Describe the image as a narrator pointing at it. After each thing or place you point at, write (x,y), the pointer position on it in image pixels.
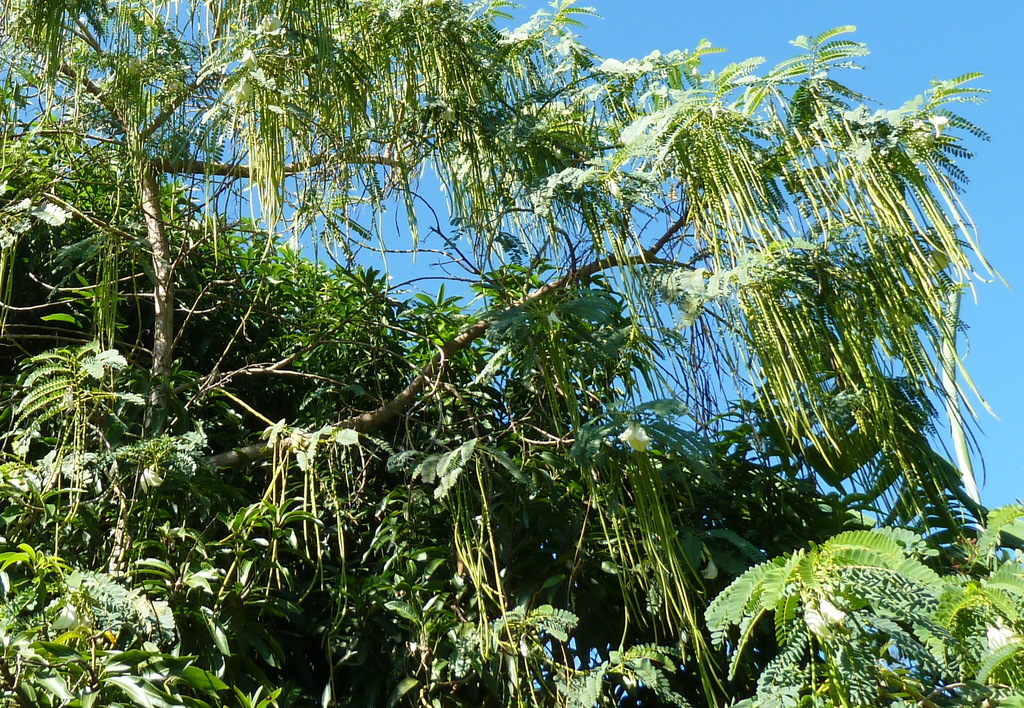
In this picture there is greenery (764,314) around the area of the image.
